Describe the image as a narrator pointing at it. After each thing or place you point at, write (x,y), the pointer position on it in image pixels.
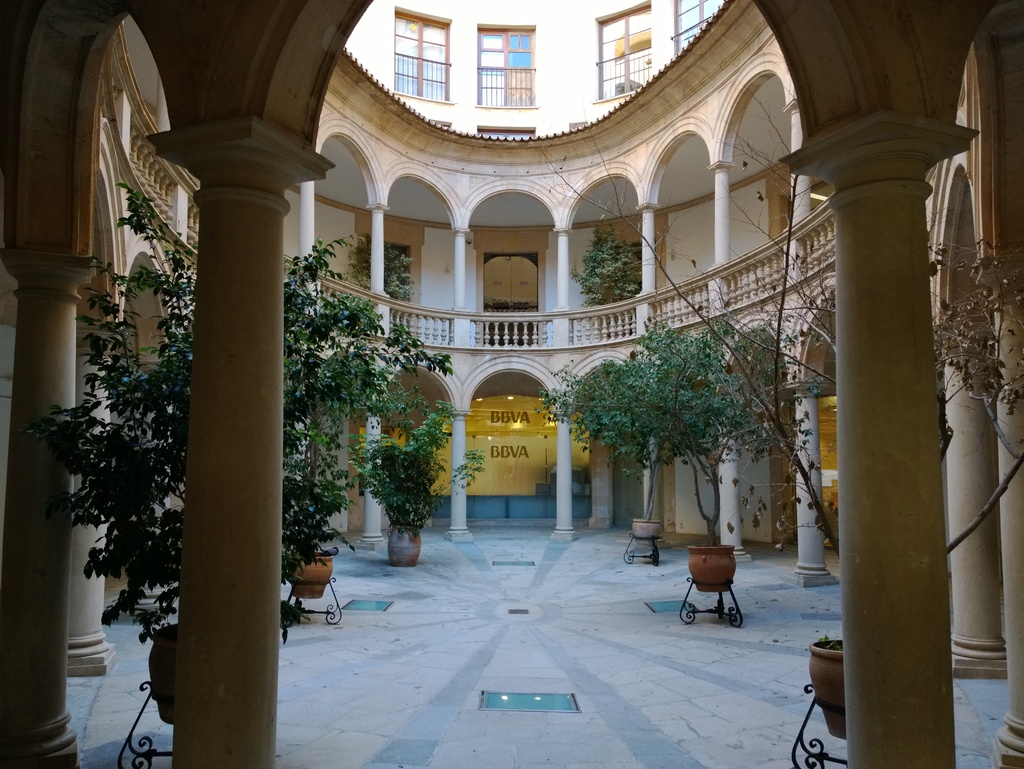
This is the inside view of a building (378,233). Here we can see pillars (185,567), plants (607,406), door (515,295), and windows (420,51). This is floor (479,612) and there is a wall (681,478).
